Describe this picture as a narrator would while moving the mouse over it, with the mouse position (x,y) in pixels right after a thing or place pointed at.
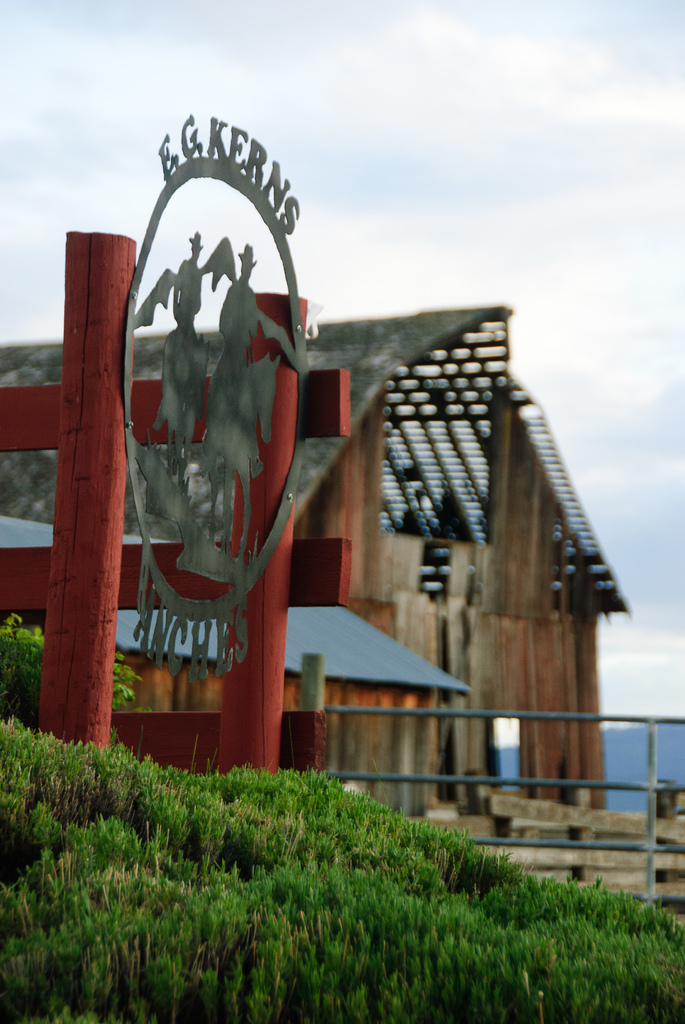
In this picture we can see the grass (298,819), fence (632,825), shed (401,744), board (181,601) with the name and in the background (477,155) we can see the sky (477,155) with clouds (385,214).
